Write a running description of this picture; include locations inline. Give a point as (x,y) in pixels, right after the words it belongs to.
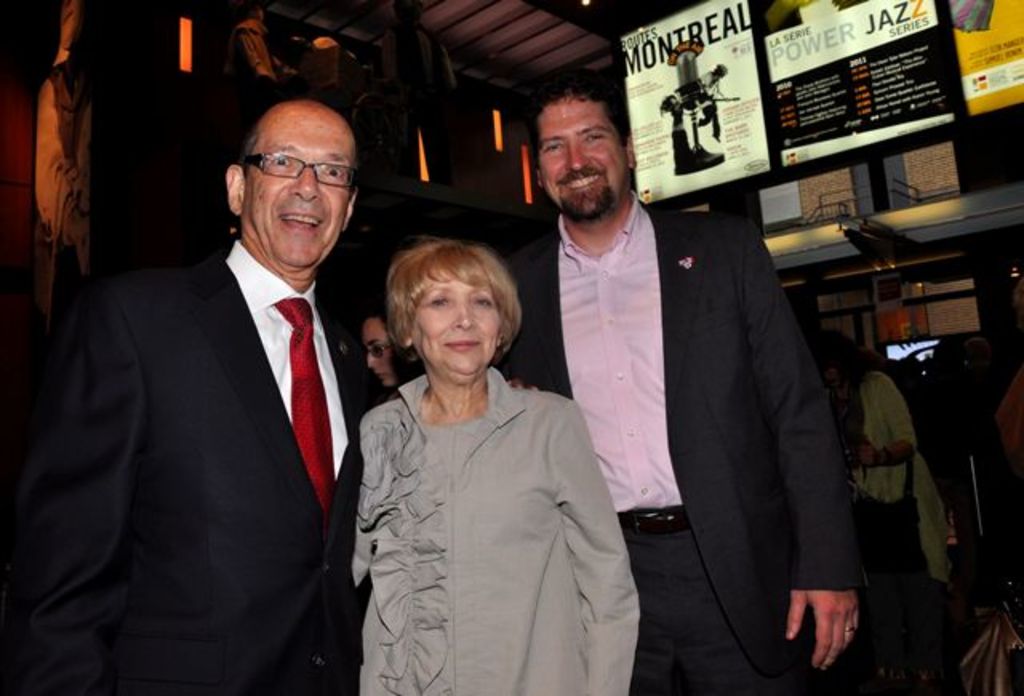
In the picture I can see people (428,379) among them the people (555,471) in the front (356,366) are smiling. In the background (675,142) I can see ceiling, boards (686,177) which has something written on them and some other objects (907,506).
